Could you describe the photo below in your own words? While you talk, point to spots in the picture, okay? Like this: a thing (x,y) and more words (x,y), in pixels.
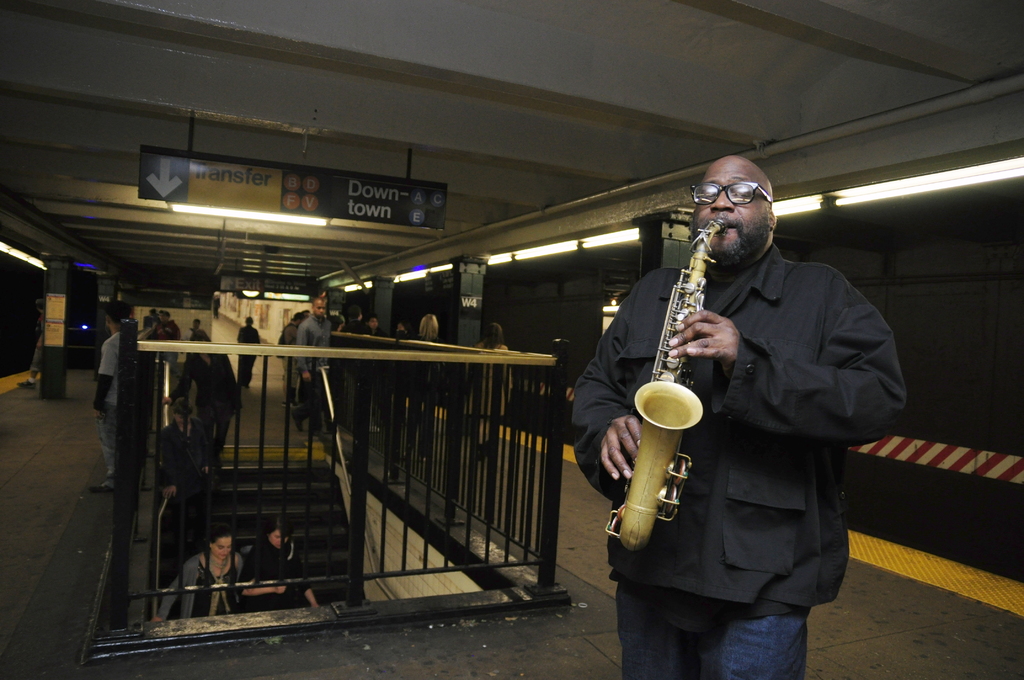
In this image there are a group of people (203,393), in the foreground (693,376) there is one man (827,418) who is holding a musical instrument (654,370) and playing. And in the center (551,438) there is a railing (546,457) and stairs (240,517), on the right side (980,374) and left side (15,311) there are some lights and a wall (497,299). At the top (433,100) there is ceiling (233,247) and one board (391,178) is there in the center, on that board (239,186) there is some text (292,187). At the bottom (153,655) there is a walkway (583,605).
